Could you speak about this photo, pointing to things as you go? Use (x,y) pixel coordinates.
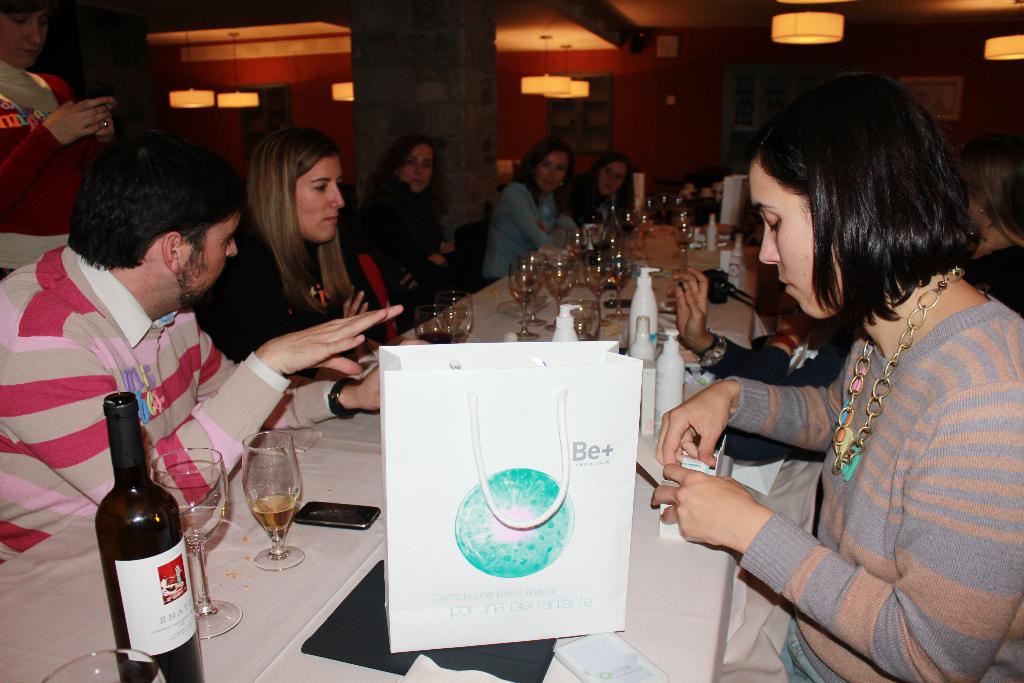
In this image there are many people (901,445) sitting on the chairs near the dining table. There are glasses (272,497), bottles (133,545), mobile phone (339,520) and bag (504,478) placed on the top of the table (242,510). In the background of the image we can see ceiling lights (786,22).
